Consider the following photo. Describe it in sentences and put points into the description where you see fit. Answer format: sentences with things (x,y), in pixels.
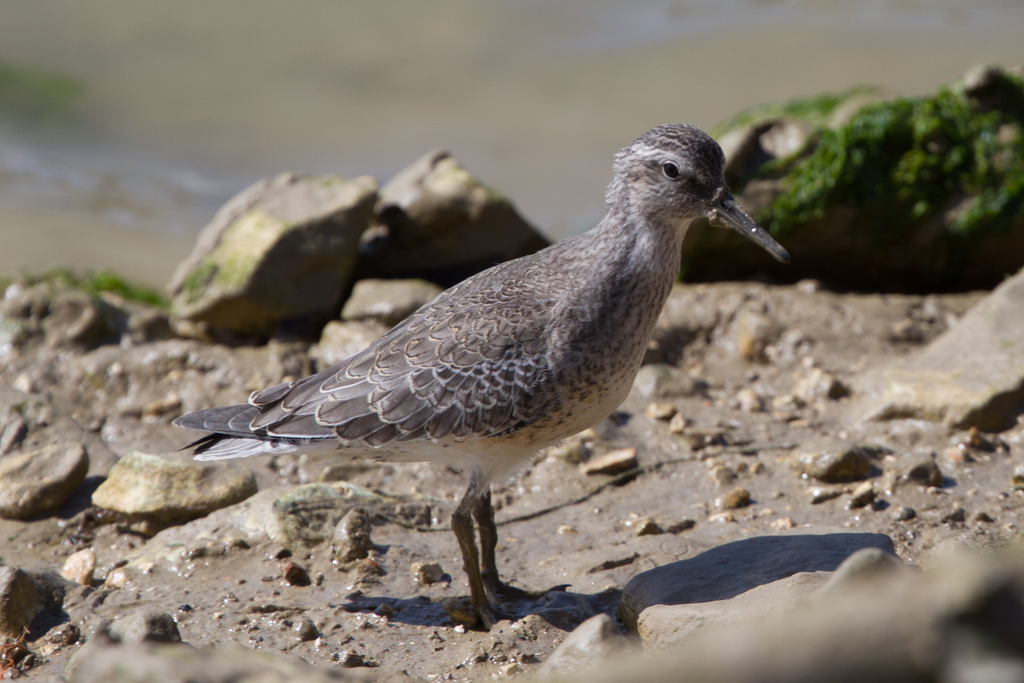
In this picture there is a bird (542,365) who is standing on the ground (532,575), beside the bird (467,325) I can see many stones (645,600). At the top (462,32) I can see the blur image.
